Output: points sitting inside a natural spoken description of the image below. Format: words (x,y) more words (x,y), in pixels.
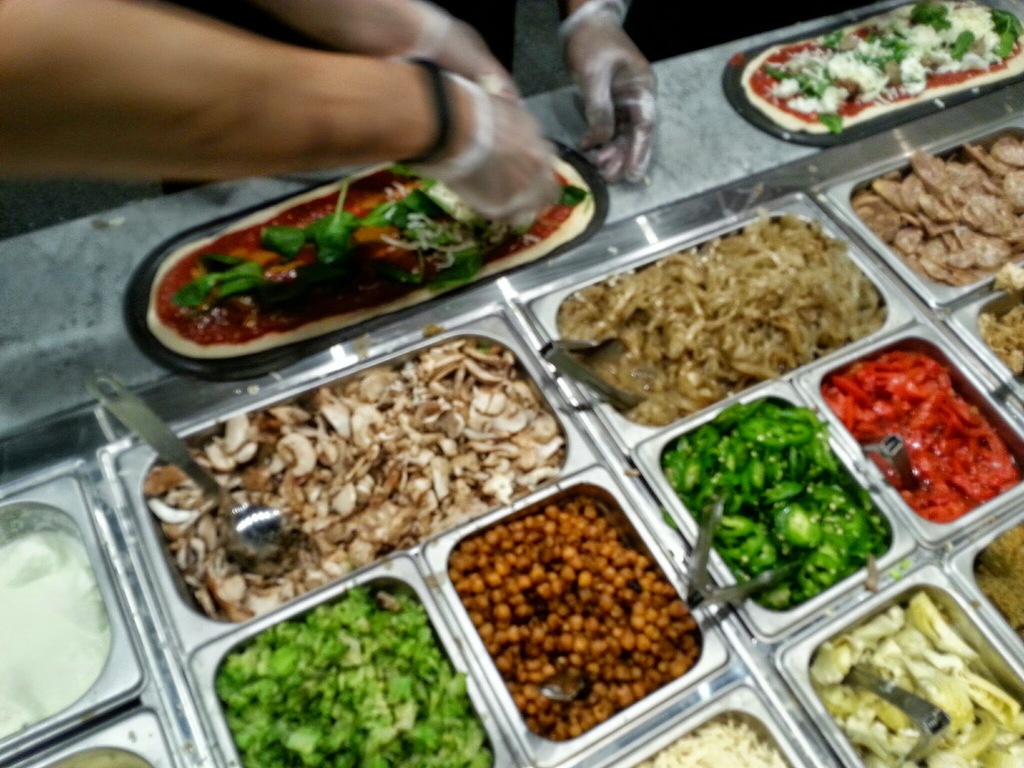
In this image we can see food items (699,356) in food containers (355,364). We can see persons hands (595,128) with gloves (467,86).
